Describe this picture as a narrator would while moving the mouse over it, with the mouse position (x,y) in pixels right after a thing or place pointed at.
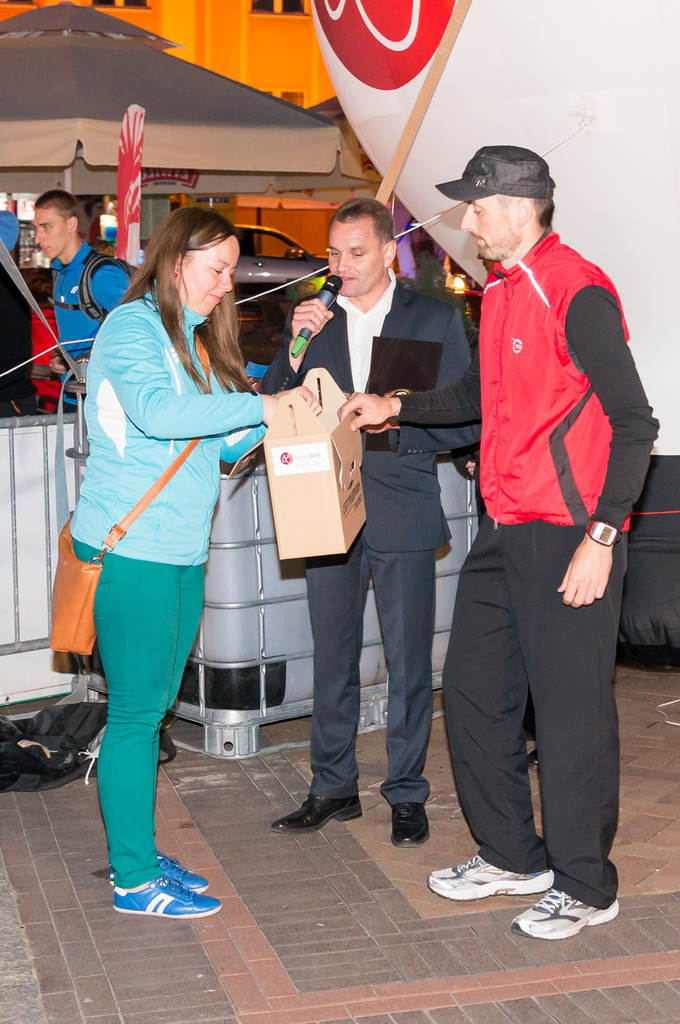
In this picture we can see few people (222,440), in the middle of the image (421,533) we can see a man (328,336), he is holding a folder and a microphone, beside him we can find few metal rods (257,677), in the background (174,79) we can see an umbrella (253,183) and a car (249,235).
